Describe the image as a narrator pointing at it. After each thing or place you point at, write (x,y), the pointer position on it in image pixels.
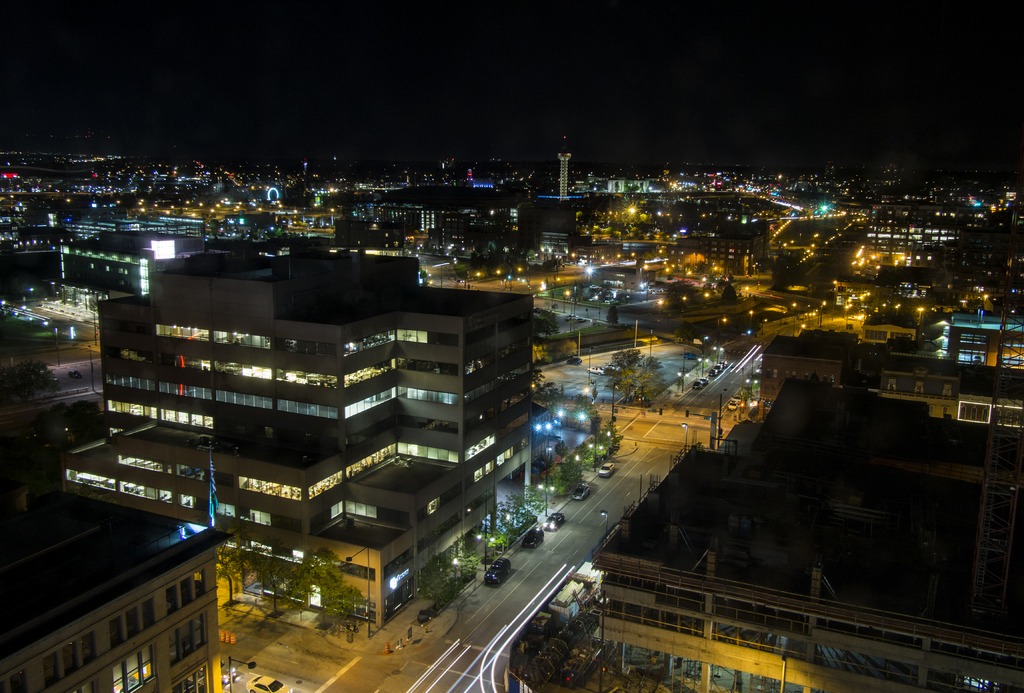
In this image we can see there are buildings (556,233), trees (275,582) and lights (35,240). And in front of the building (165,448) there are vehicles (527,546) on the road (584,548).
